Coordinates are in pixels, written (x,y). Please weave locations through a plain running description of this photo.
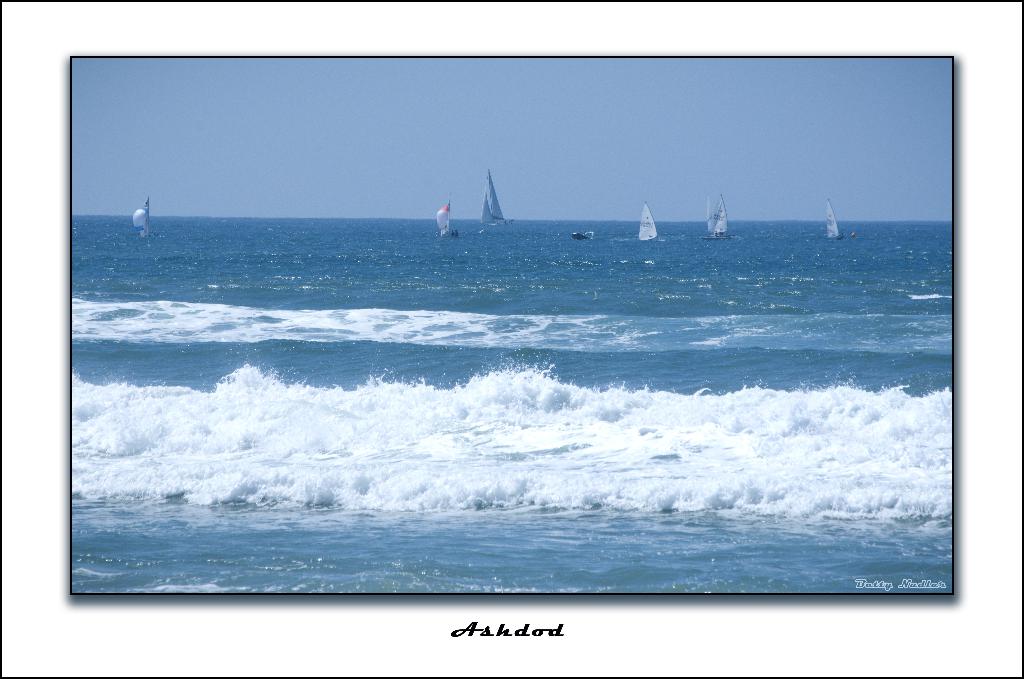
In this image there is water (394,435). There are boats (145,208) on the water (677,230). At the top (460,102) there is the sky (310,102). At the bottom (388,486) there are waves (441,380) in the water (353,433). Below the picture there is text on the image.
